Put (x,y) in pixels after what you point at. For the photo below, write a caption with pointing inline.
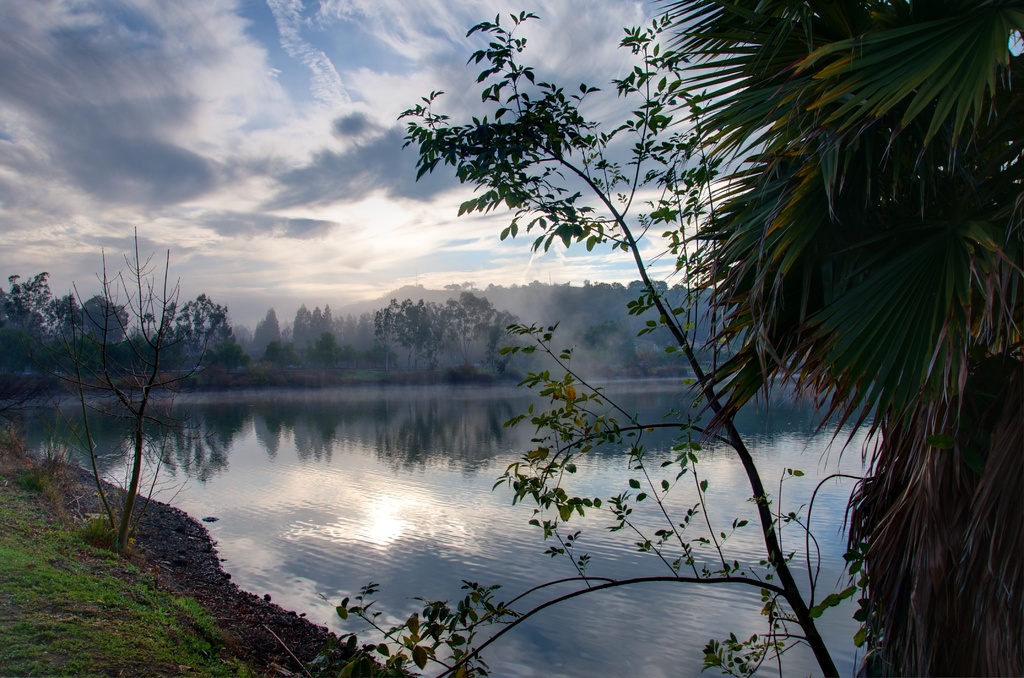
In this picture there is a beautiful view of the river water (288,530). Behind there are some trees (268,324). On the right corner (800,100) there is a coconut tree (800,100).
